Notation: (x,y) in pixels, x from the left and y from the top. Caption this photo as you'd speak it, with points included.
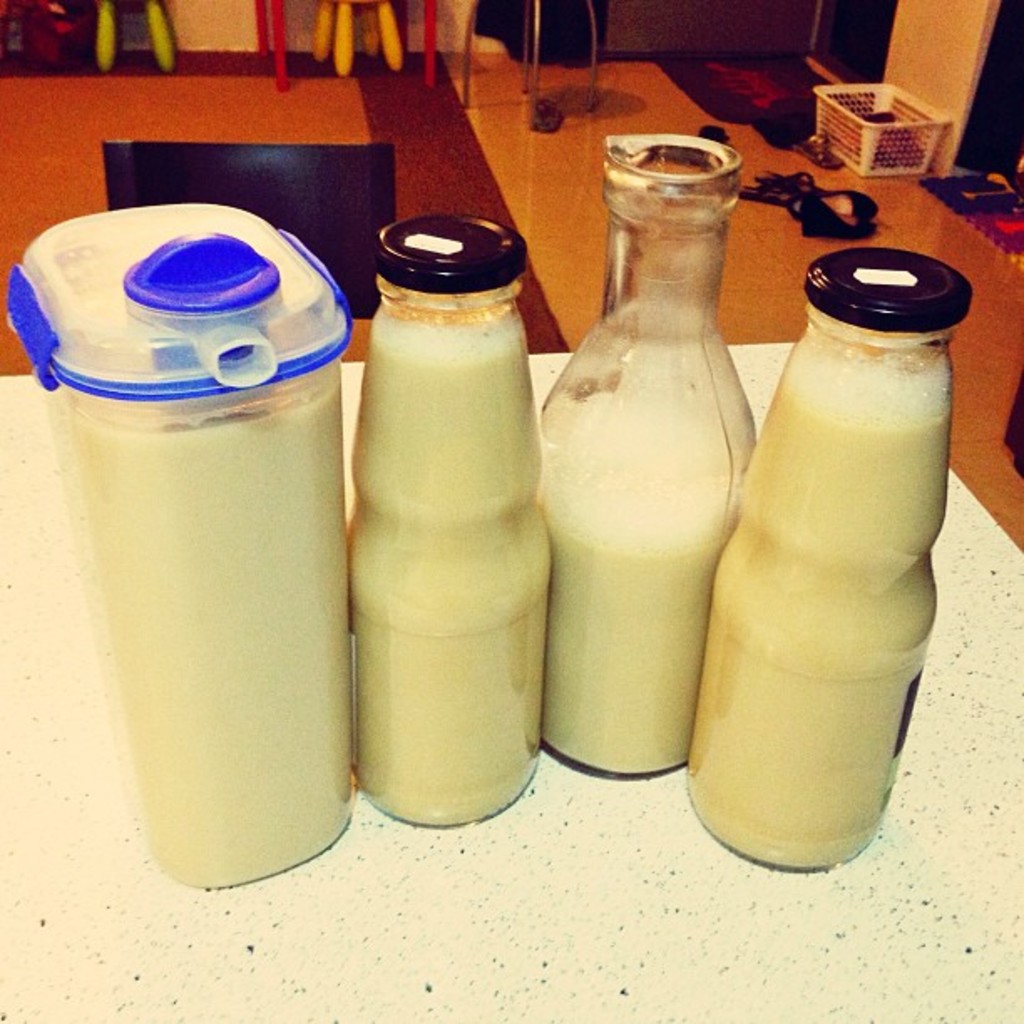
In this picture there are bottles (703,403) on the table (722,968) and there is drink (484,569) in the bottles (494,580). At the back (829,94) there is a basket (844,88) and there are chairs (372,217) and there are objects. At the bottom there is a mat (751,84) and there are footwear's (863,217) on the floor (621,104).
